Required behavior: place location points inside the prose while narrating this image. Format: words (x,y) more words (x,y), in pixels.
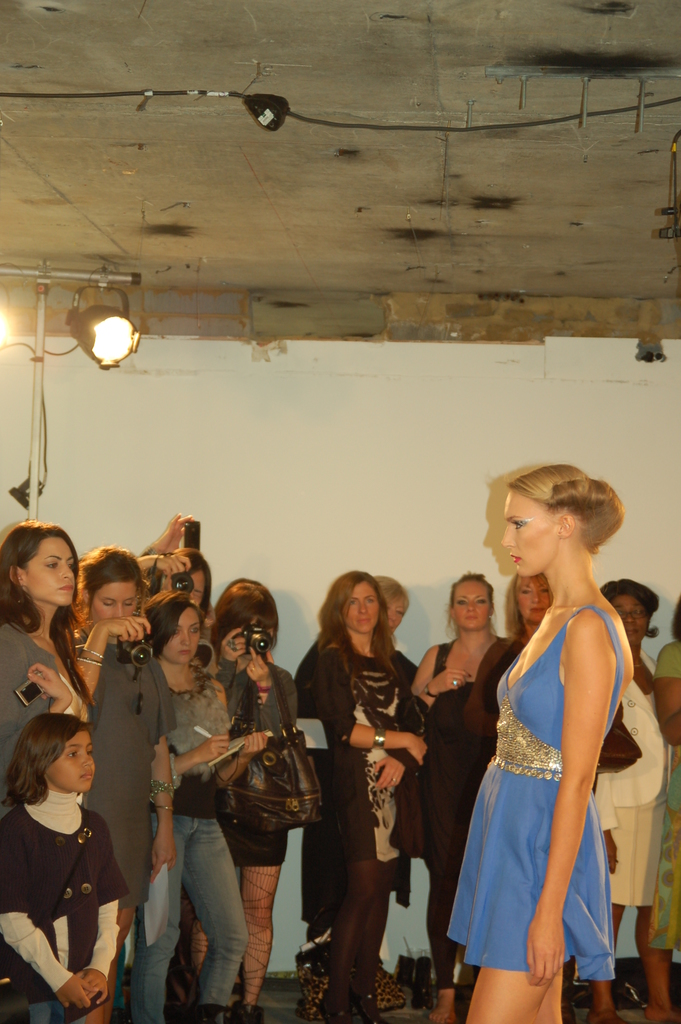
in this image I can see there are few women (476,594) standing and some of them are holding the camera (263,642) and taking the picture of a woman (575,702) wearing a blue color dress (508,851), standing in front of them. And at the top (94,291) I can see a white color wall (540,388) and a light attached to the wall (201,396).
